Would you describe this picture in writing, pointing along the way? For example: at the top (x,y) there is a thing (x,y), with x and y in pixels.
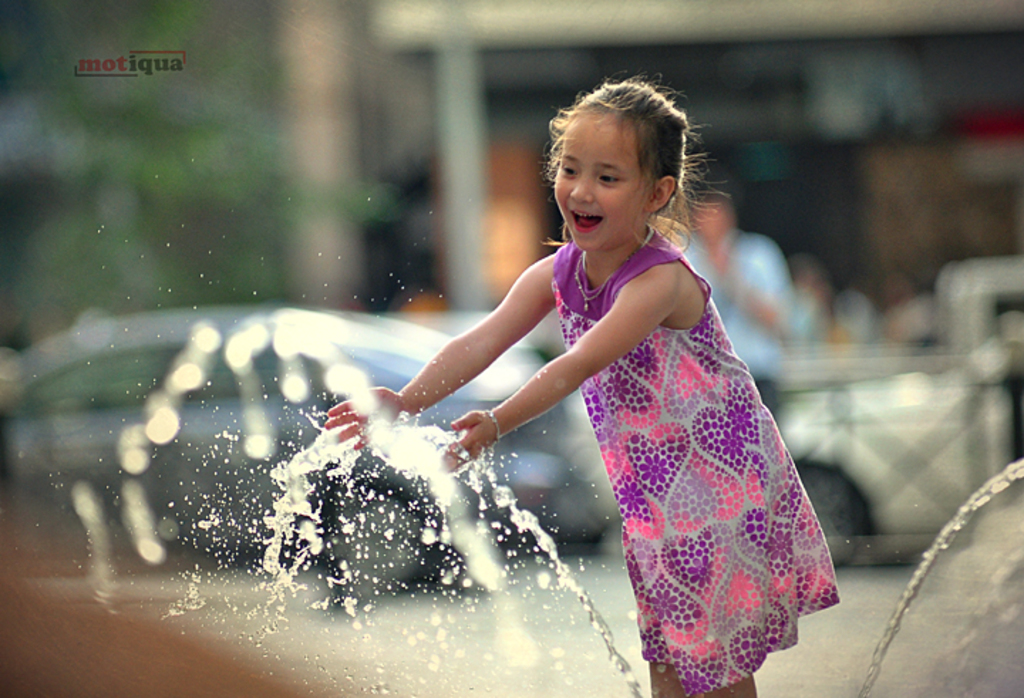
In this image I can see a girl (665,680) is standing and in the front of her I can see water (385,536). In the background (356,339) I can see few vehicles (845,382), one person (726,306), a tree (216,258) and I can see this image is little bit blurry in the background (889,258). On the top left side of this image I can see a watermark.
